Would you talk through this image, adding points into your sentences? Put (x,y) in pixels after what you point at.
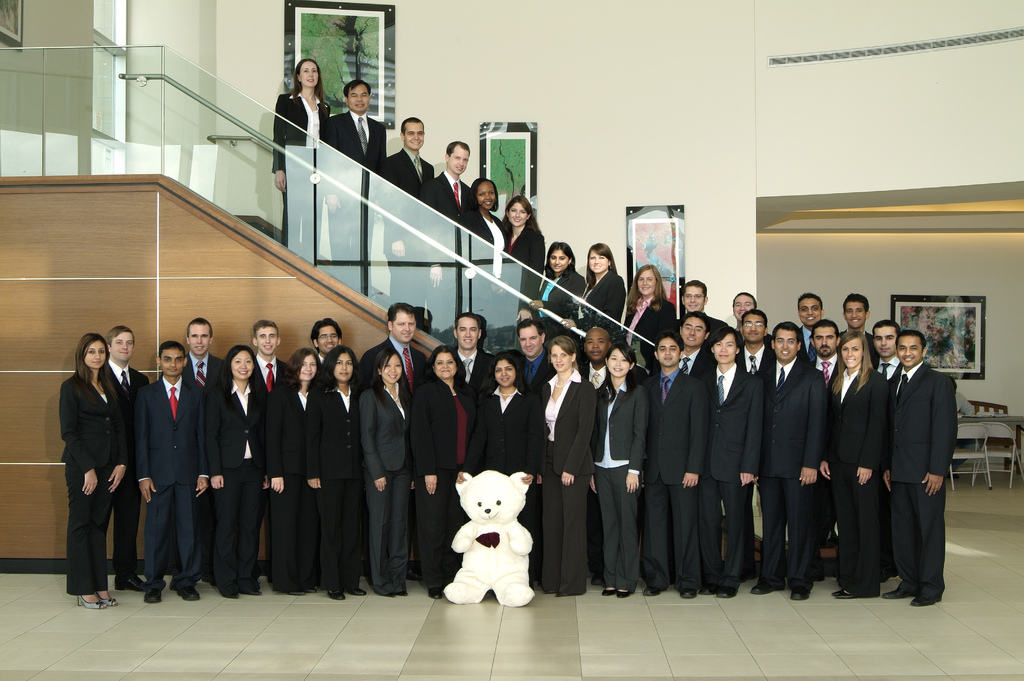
In the image on the floor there are many people (277,368) standing. And also there is a teddy bear (486,559) in front of them. Behind them there is a wall (117,244) with glass railing (311,163). There are few people (339,187) standing on the steps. Behind them there is wall (556,193) with frames (294,52). On the right corner of the image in the background (993,430) there is a table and also there are chairs (962,429). In the top left corner of the image (109,24) there are windows (105,67) and also there is a frame (11,36).
